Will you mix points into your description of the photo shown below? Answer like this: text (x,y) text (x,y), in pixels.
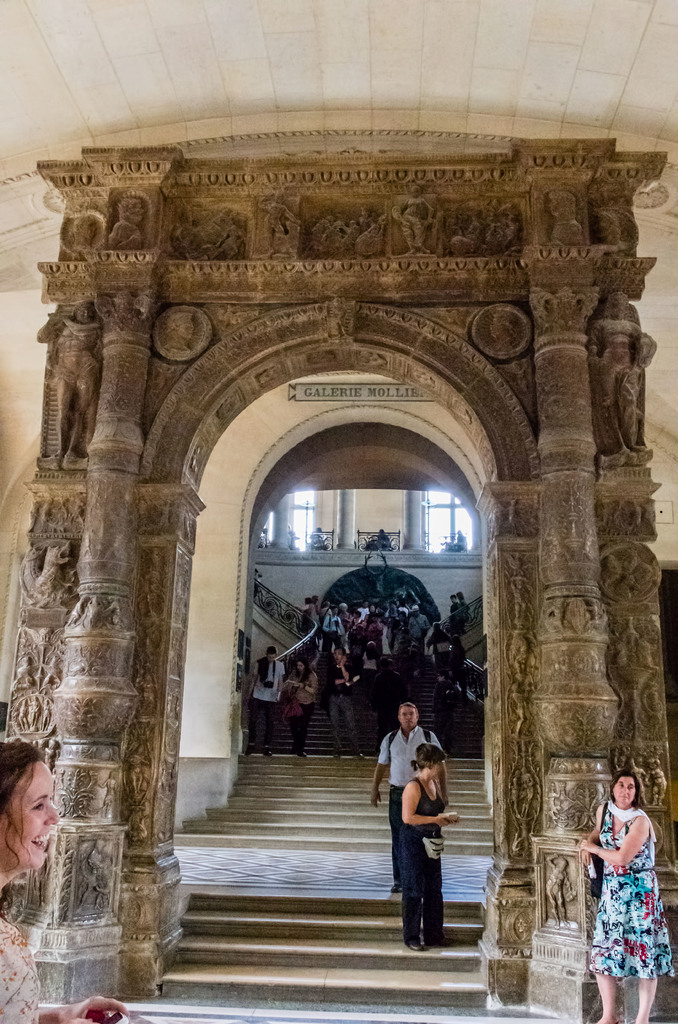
In this picture I can see there is a sculpture (609,673) and there is a woman (626,871) standing here at the pillar (590,683) and there are two other people (415,749) standing on the stairs (305,949) here. There is a woman (35,838) walking here and smiling and in the backdrop (409,691) there are stairs (313,816) and there is a wall (375,502) and windows (434,542).
